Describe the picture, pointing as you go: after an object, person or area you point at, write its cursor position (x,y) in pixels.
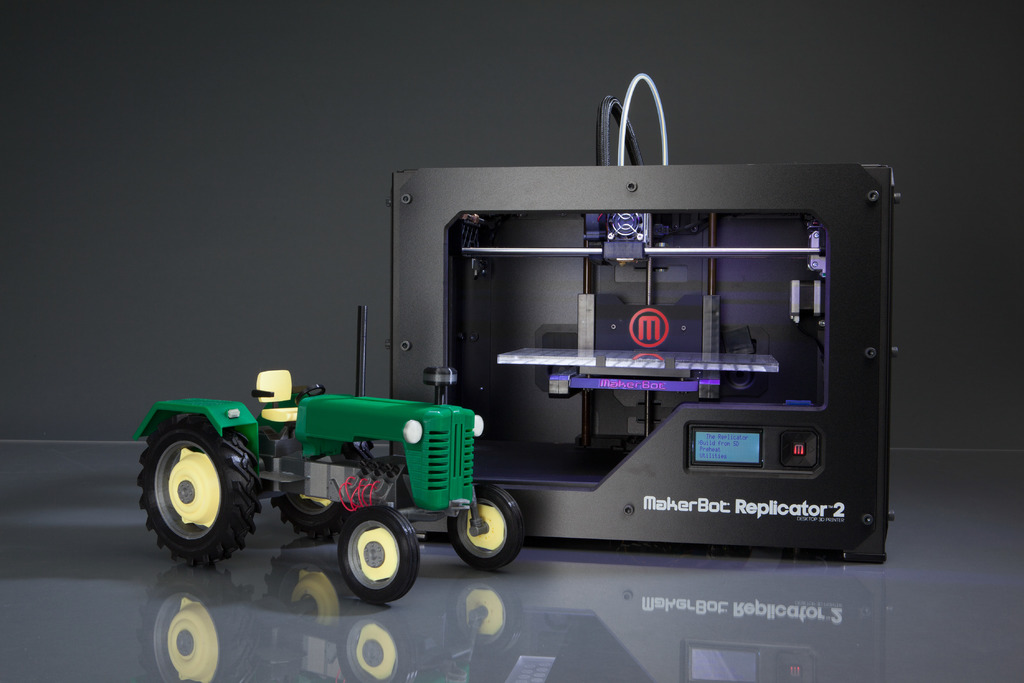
In this image I can see a machine (644,483) and toy vehicle (364,451) in green, black and yellow color. Background (339,160) is in black color.
